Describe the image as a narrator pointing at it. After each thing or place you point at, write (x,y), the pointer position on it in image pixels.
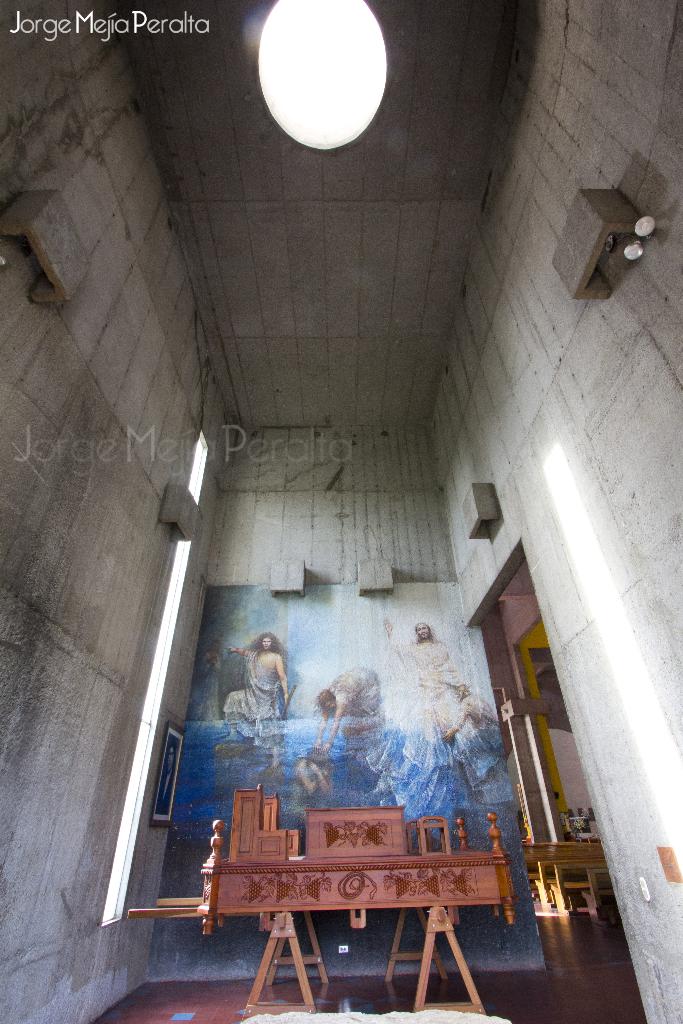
This is inside view of a building (391,927). There is a wooden table (318,879) in the back (327,882). Also there is a painting (323,674) on the wall (417,927). Also there is water mark (115,10) on the image.
